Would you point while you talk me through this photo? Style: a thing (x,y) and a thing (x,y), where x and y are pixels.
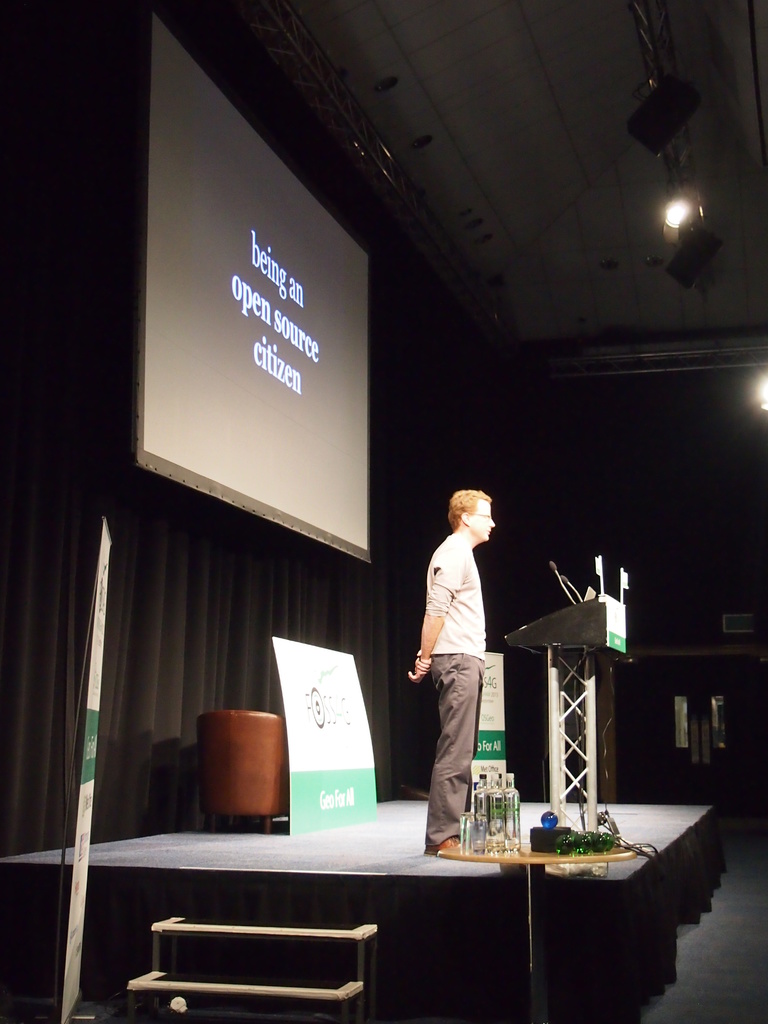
Here we see a man (410,677) standing in front of a podium (596,601) and we see a microphone (560,577) and we see a projector screen (352,526).
